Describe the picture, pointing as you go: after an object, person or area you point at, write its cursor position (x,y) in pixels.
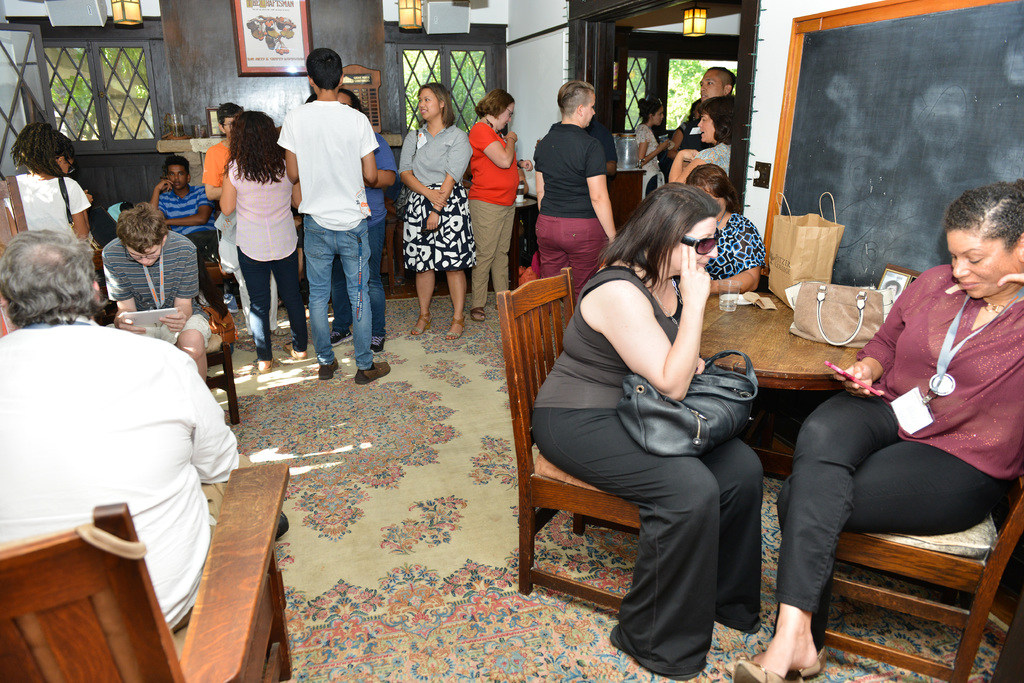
In the picture we can see a house (173,153) inside it we can see some people (347,300) are standing and talking and some people (973,382) are sitting on the chairs (569,286) near the table (822,384), on it we can see some hand bags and to the wall (767,63) we can see a black board (1018,2) and in the background (252,15) we can see a photo frame (303,68) and windows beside it and to the floor (399,555) we can see a floor mat (407,584) with some designs (328,498) on it.
